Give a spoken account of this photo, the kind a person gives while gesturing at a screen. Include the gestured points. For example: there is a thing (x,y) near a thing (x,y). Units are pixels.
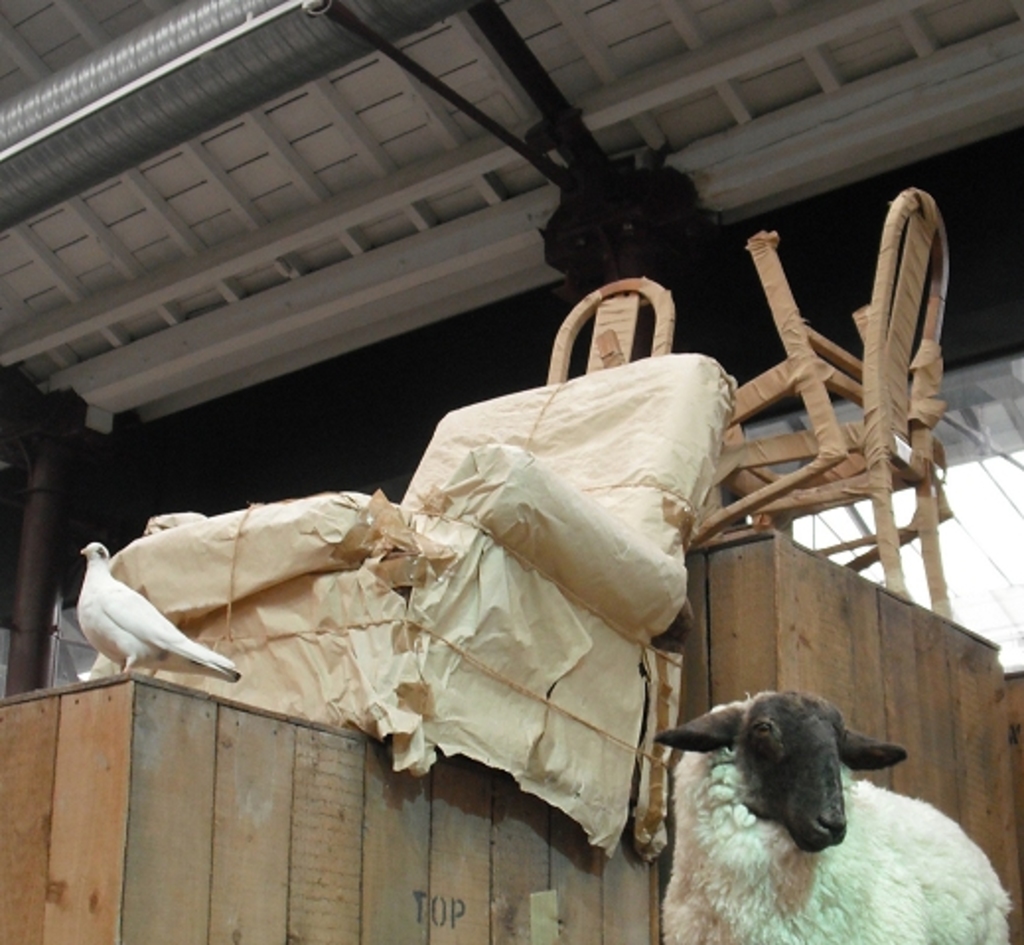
In this picture there is a chair (471,592) packed and placed on a wooden boxes (129,836). There is a sheep (704,838) beside the box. In the background (331,168) there is a ceiling (394,188) here.
